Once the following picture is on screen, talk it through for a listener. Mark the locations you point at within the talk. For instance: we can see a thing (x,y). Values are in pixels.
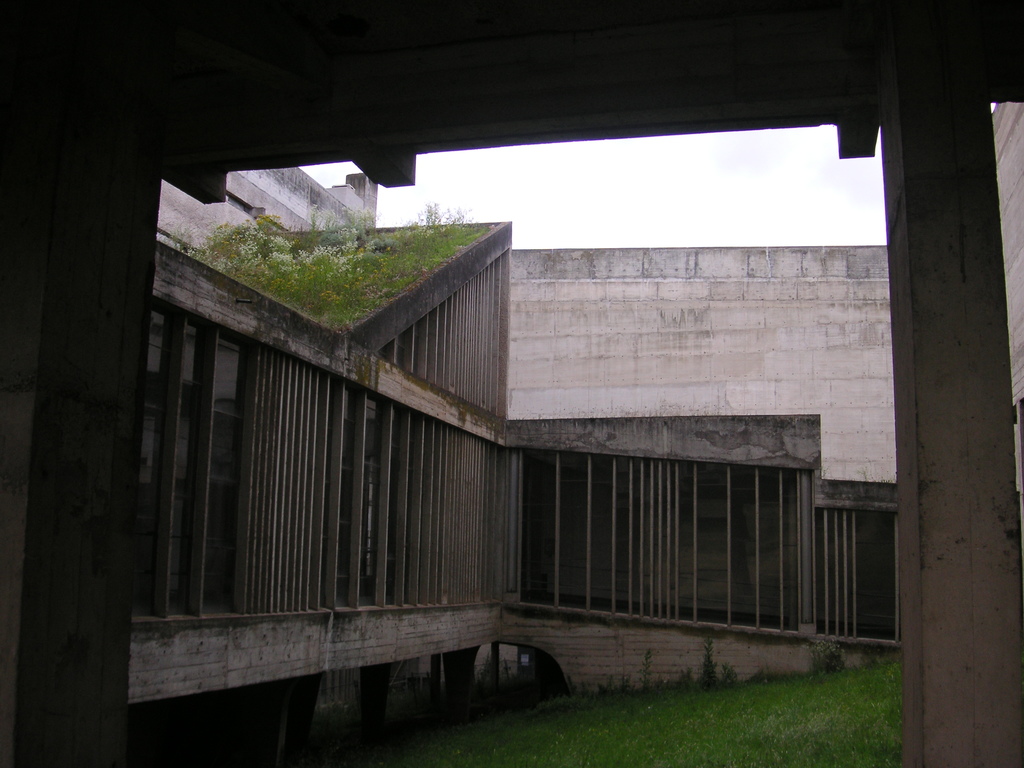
In this image, we can see a building (54,89) and there are some plants (358,268). At the bottom (650,717), there is ground (718,708).
